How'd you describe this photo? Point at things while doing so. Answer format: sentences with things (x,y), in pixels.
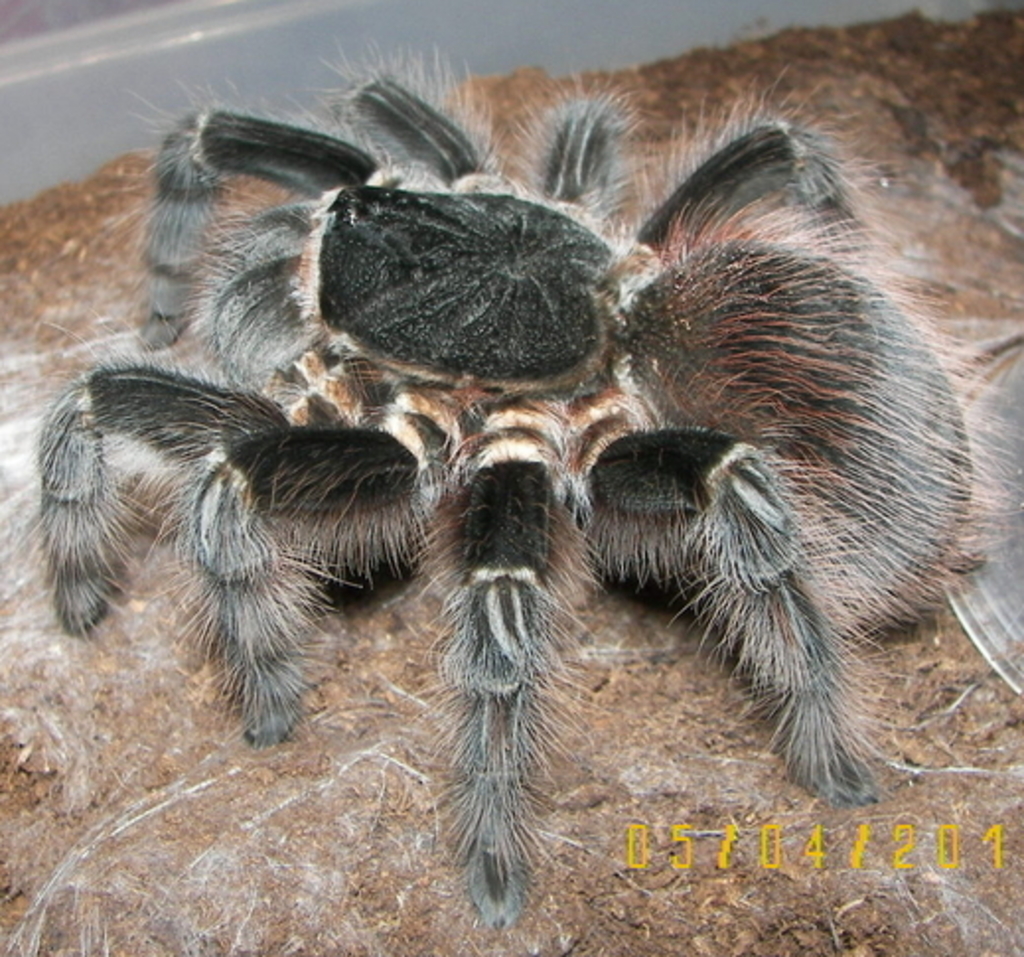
In this image we can see an insect (507,801) on the brown colored surface (307,804) which looks like a soil (592,829).
